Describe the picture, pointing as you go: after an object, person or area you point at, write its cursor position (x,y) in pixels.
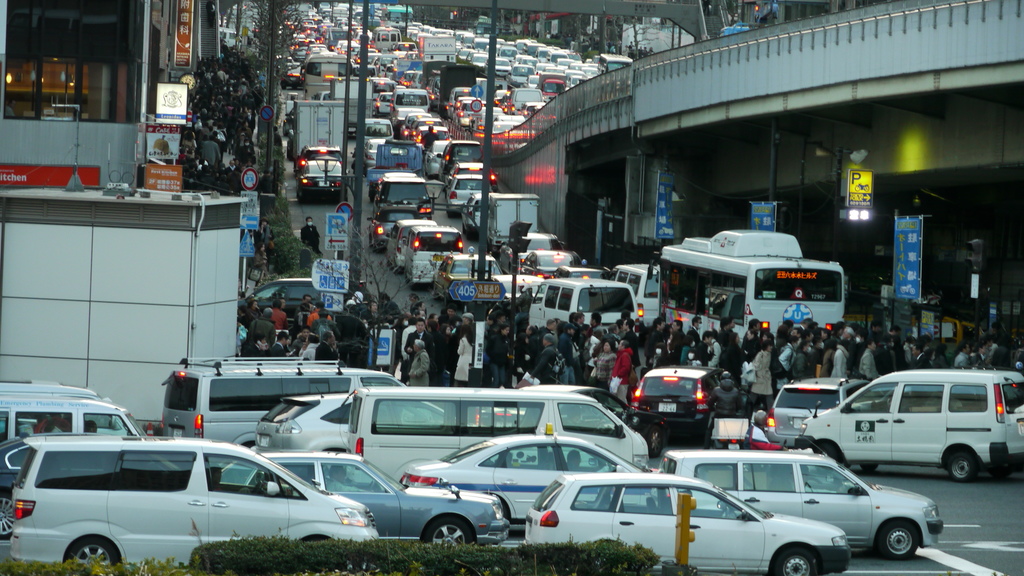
Vehicles (502,464) are on the road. In-between of these vehicles (828,291) there are people (690,359). Here we can see buildings (166,46), bridge (629,160), Sign Boards (665,211), hoarding (913,228) and poles (484,224). In-front of this building (71,191) there are plants (273,265).
